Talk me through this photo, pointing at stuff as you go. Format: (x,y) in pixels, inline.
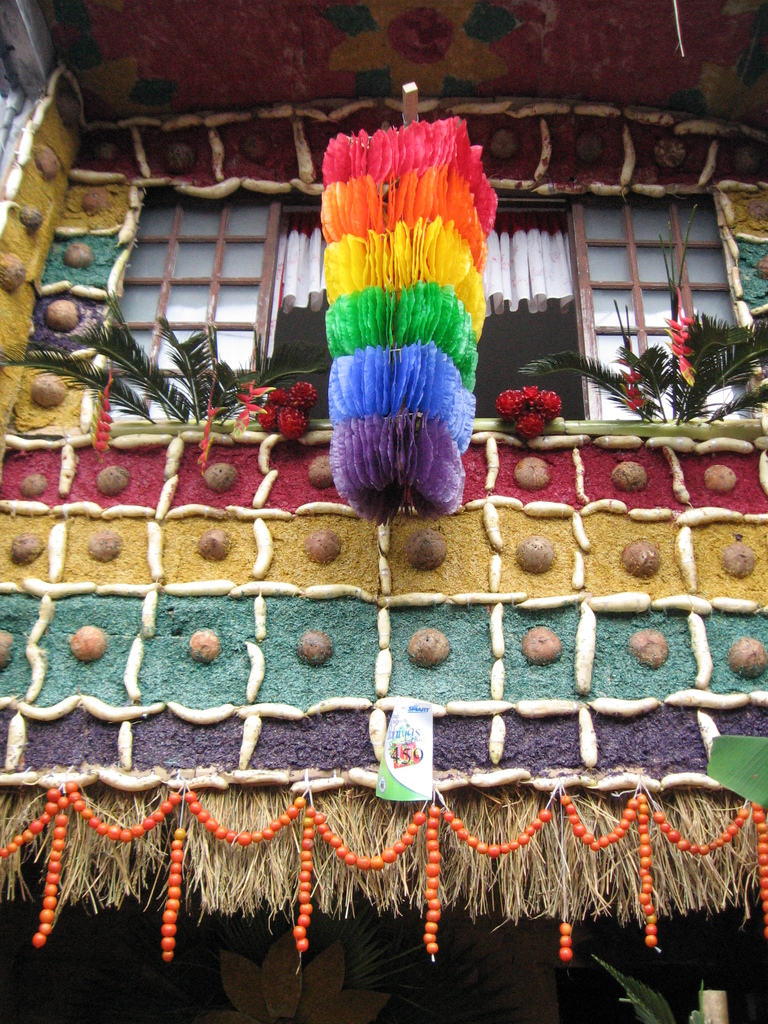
This picture looks like a house (125,614) and I can see couple of plants (701,407) and few decorative things (192,652) and color papers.
